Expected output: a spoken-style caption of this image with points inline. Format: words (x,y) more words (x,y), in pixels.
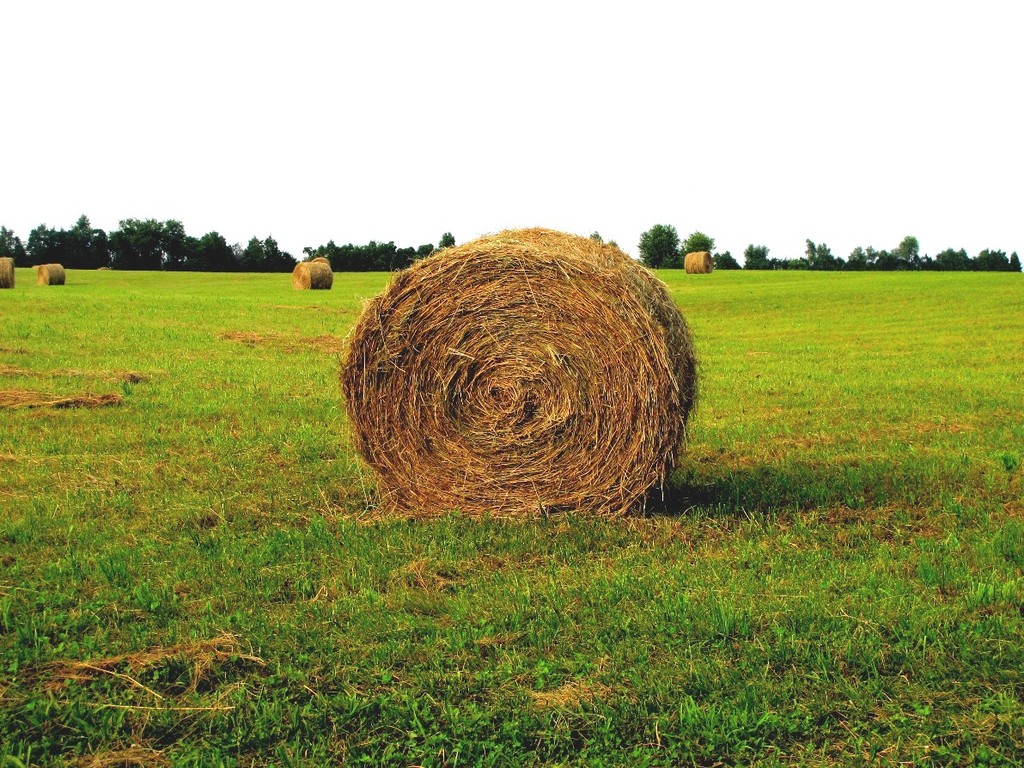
In this image we can see ground (684,471), grass (268,403), and trees (132,240). In the background (700,206) there is sky (394,7).
